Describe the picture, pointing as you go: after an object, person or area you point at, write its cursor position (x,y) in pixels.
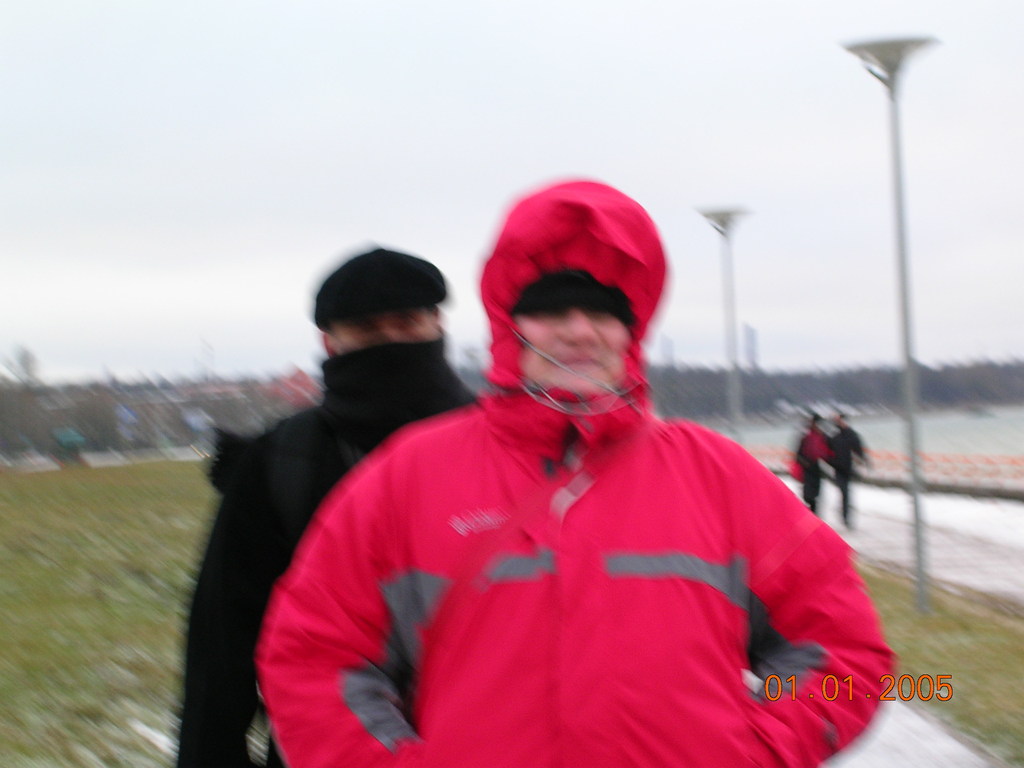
In this image in the foreground (533,392) there are two persons (565,484) standing, and they are wearing some costumes (449,446). And in the background (210,437) there are trees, poles (732,273) and two persons (809,491) are walking. At the bottom (107,541) there is grass (98,602) and walkway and at the bottom of the image (856,691) there is text (913,687), at the top (553,150) there is sky (429,192).
